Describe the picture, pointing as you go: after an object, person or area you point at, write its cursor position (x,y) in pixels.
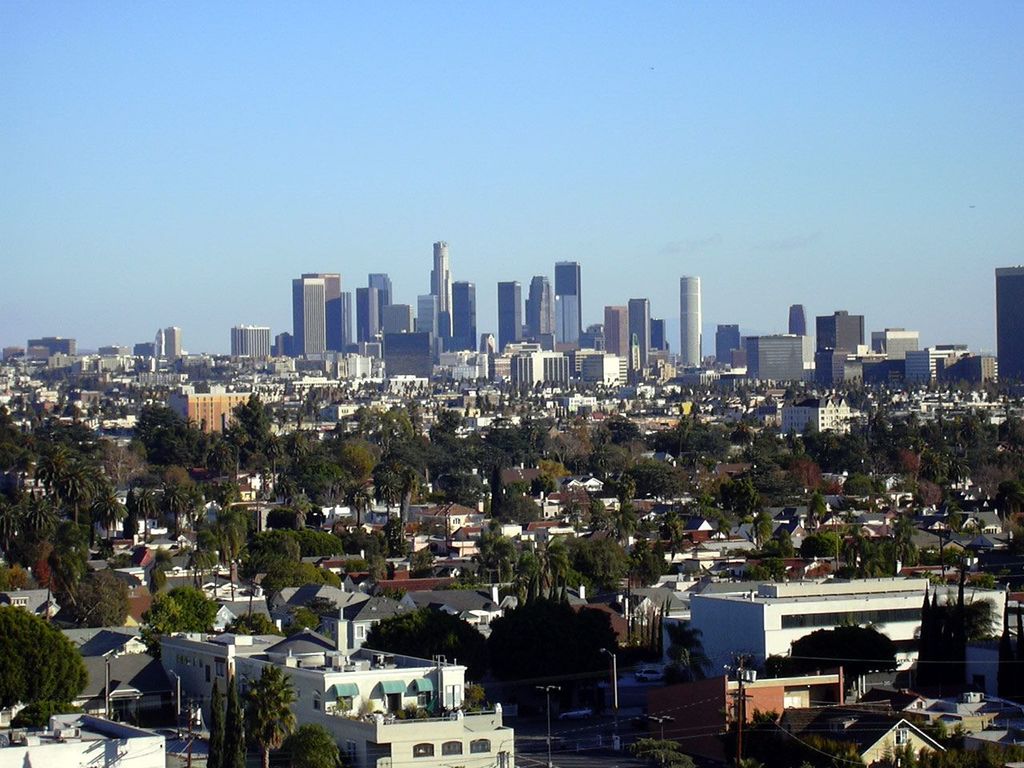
In this picture I can see the trees (394,492), buildings (690,541) and the street lamps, at the top (510,109) there is the sky (490,107).
